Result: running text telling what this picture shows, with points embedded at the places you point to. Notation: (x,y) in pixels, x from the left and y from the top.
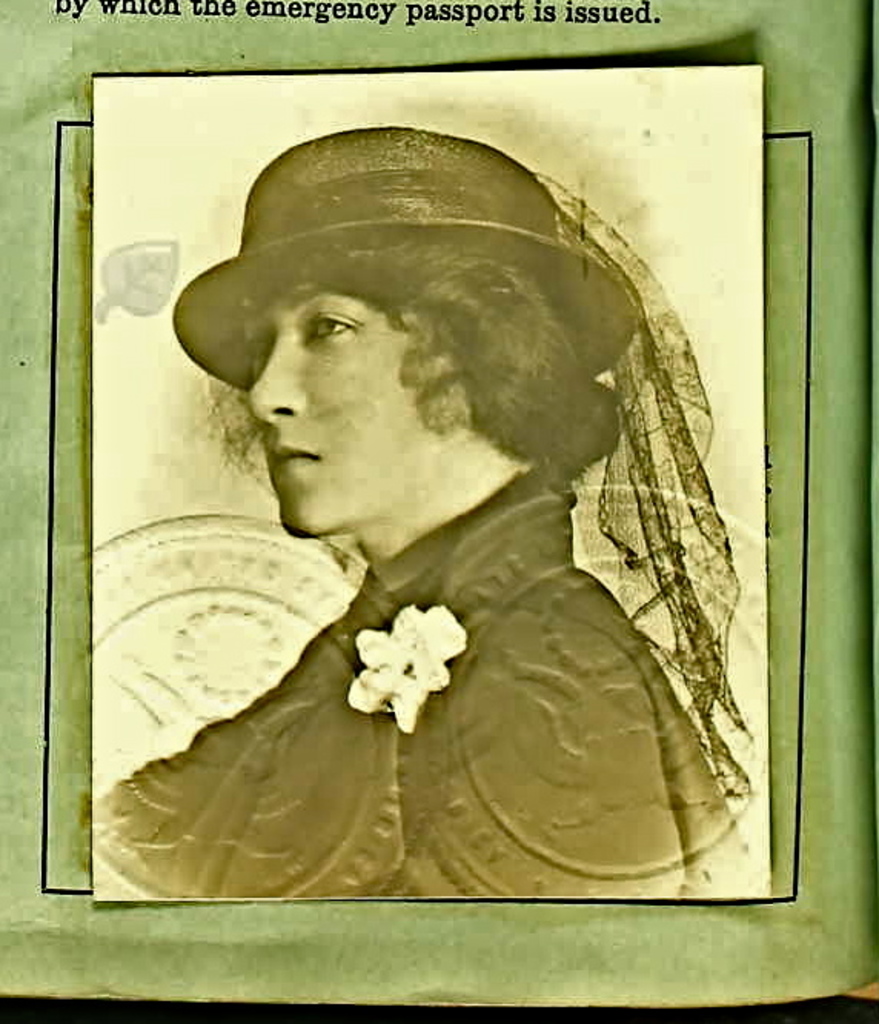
In this picture there is a poster (760,659) which is pasted in a book (832,865). In the center (334,371) I can see the image of a woman (381,468). At the bottom of the photo (566,768) I can see two stamps (358,872) on it. At the top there is a watermark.
